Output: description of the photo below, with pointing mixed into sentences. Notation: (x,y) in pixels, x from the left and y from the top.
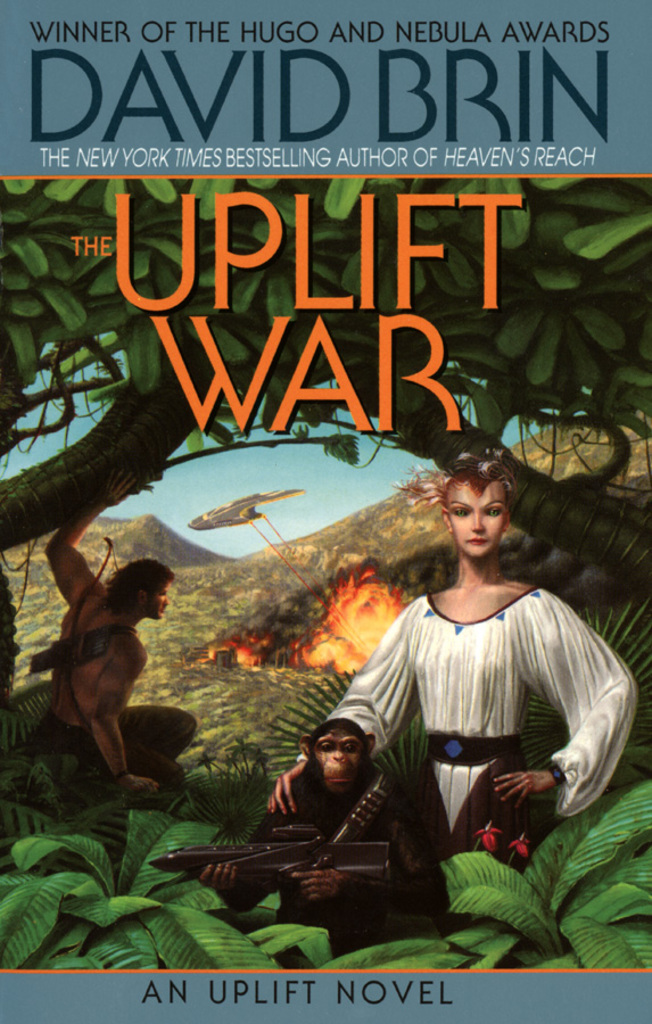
In this image we can see a poster (282,214) with text (260,111) and picture of man (107,645) and a woman (378,645) and an animal (377,825) holding a gun (318,855), there are trees (313,247), mountain (402,549) and fire (363,573) and a flying object (243,510) and a sky (267,524).
